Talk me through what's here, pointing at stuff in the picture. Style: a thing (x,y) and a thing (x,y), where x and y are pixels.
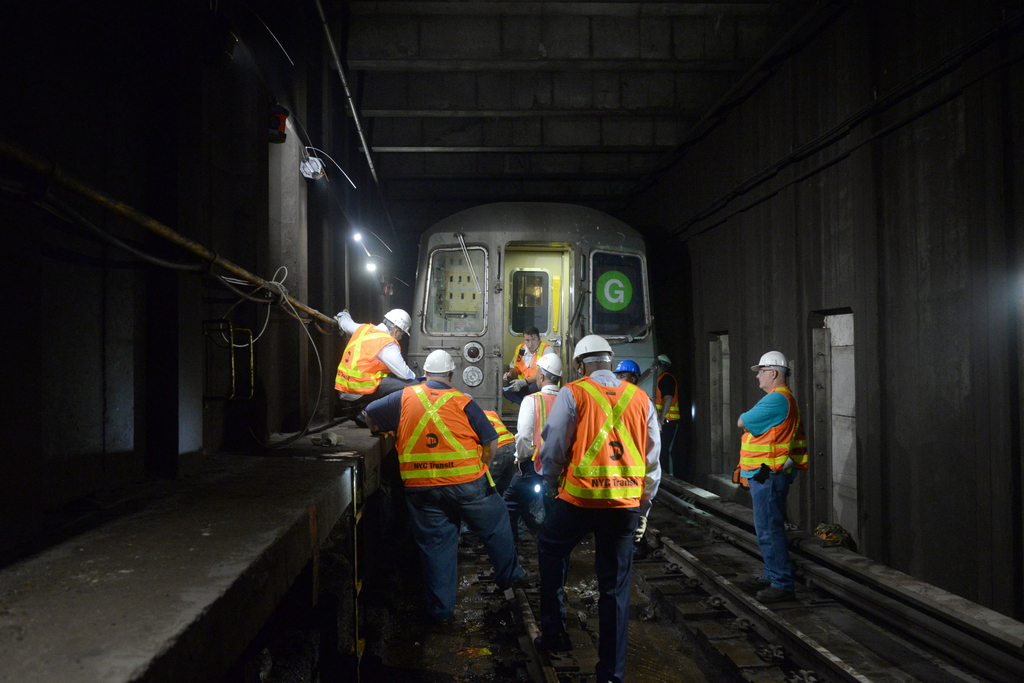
In this image I can see railway tracks (580,624), a train (488,343), few lights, wires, a pipe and I can see except one everyone are wearing helmets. I can also see something is written over there.
